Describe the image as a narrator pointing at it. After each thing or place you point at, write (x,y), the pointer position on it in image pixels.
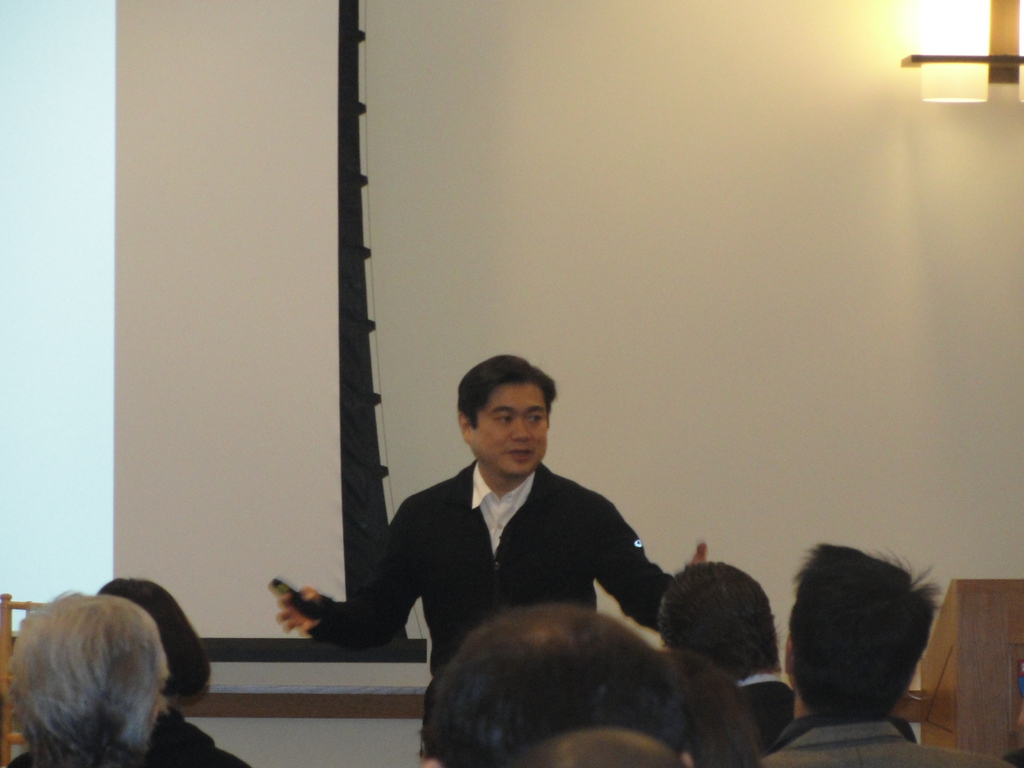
In this image at the bottom (568,745) there are a group of people (646,713) who are sitting and in the center (473,486) there is one man (466,506) who is standing, and in the background (527,182) there is a wall (634,117). On the top of the right corner (958,15) there is a lamp (923,101).
